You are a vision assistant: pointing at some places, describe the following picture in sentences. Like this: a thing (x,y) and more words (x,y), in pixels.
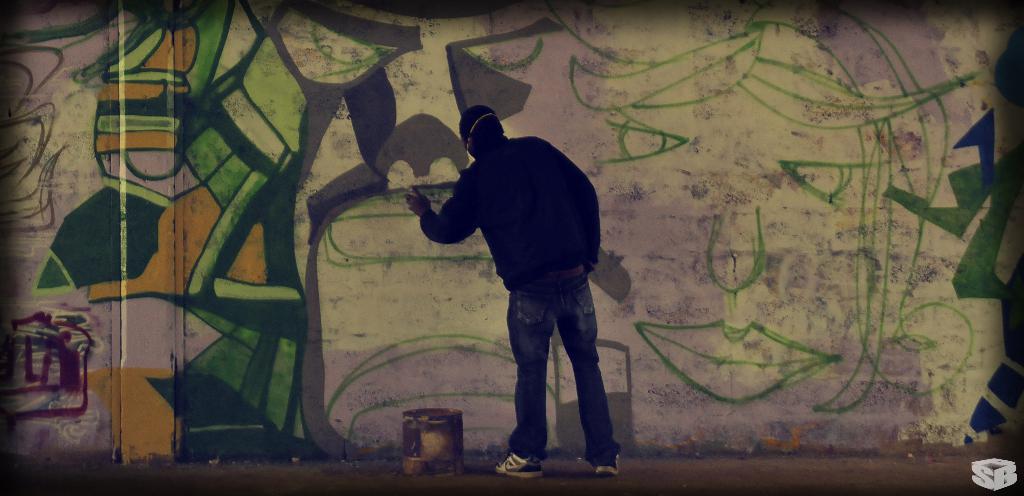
In this image we can see a man (526,341) is standing. He is wearing black color jacket (525,228) and jeans (528,328). He is painting on the wall (330,140). In front of him one bucket (429,437) is there.
